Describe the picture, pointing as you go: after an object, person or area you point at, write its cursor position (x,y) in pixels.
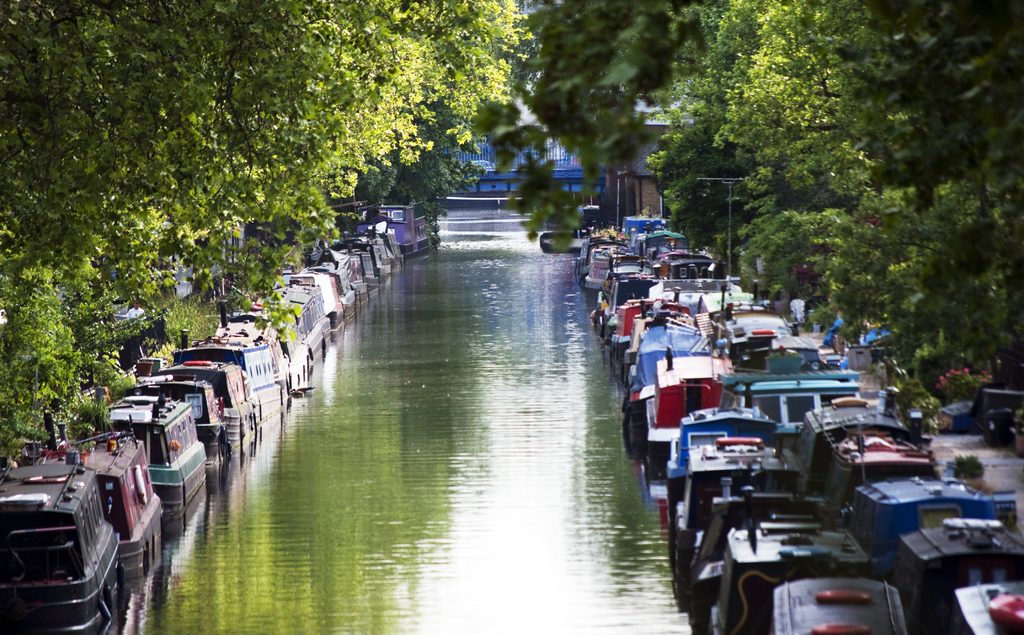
In this image I can see canal boats (50,595) on the water (552,535). There are trees (118,41) on the either sides.
